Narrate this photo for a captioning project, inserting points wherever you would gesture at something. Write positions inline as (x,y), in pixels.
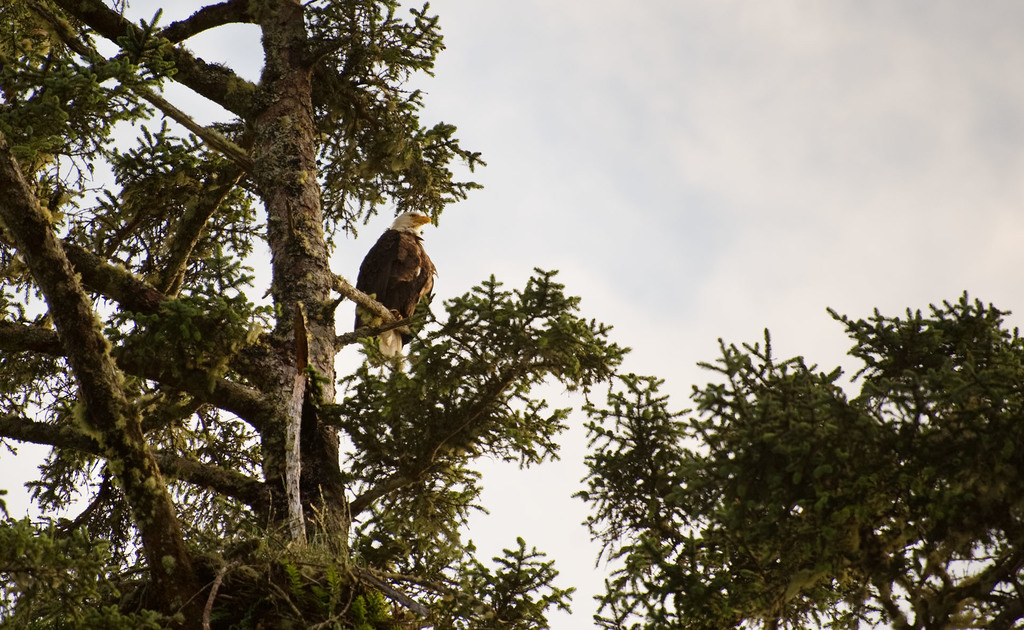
The picture consists of a tree (269,375). In the center of the picture (392,342) on the tree (413,200) there is an eagle (398,284). Sky (439,222) is cloudy.
